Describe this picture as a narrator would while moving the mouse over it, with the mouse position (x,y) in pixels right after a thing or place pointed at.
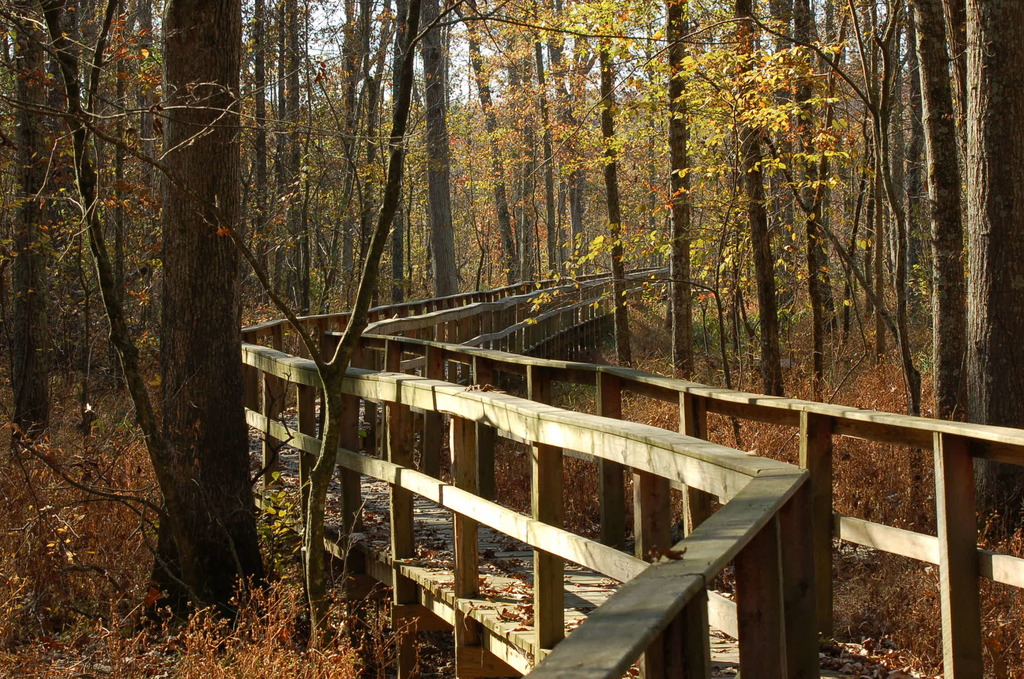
In the middle (412,411) we can see bridge (603,593) and fences (553,585). To either side of the bridge (296,448) we can see trees (215,476) and plants (274,530) on the ground (112,653). In the background (321,94) we can see the sky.
